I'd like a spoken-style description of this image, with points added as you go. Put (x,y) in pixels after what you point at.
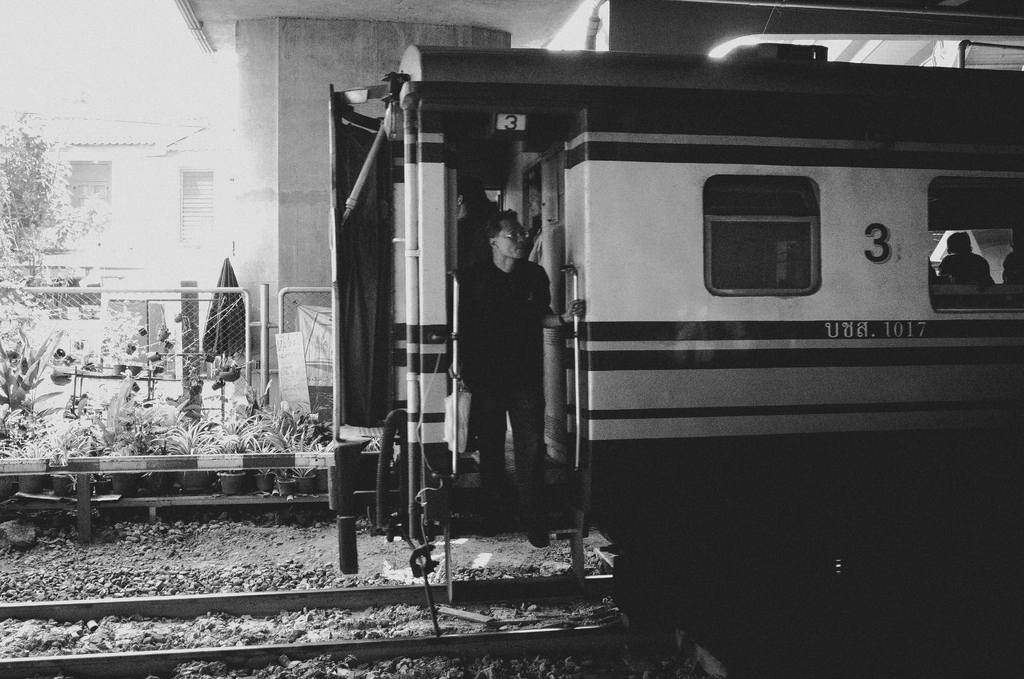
In this picture I can see a train (705,399) on the railway track (274,670) and I can see a man (529,300) standing and I can see buildings (101,179), few plants (20,388) and a metal fence (266,323) in the back (205,365).
